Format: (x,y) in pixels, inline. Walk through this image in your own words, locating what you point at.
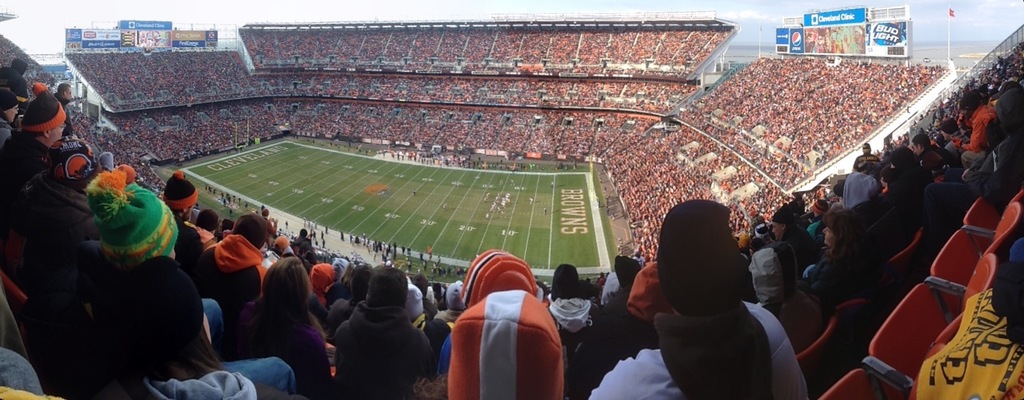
In the middle of this image (355,213), there is a playground (388,194). On four side of the image, is covered with the persons (123,210) and on right bottom corner (926,314), we can see few chairs (924,336) empty.
